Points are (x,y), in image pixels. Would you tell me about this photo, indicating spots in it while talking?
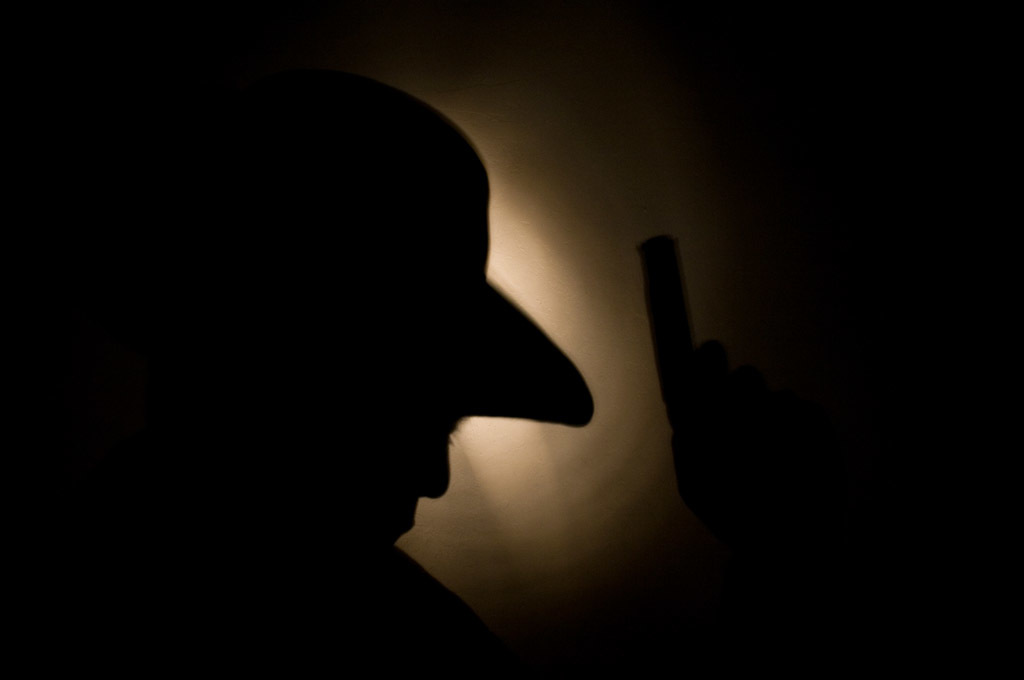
In this image I can see few things (321,411) and I can see this image is completely in dark.
